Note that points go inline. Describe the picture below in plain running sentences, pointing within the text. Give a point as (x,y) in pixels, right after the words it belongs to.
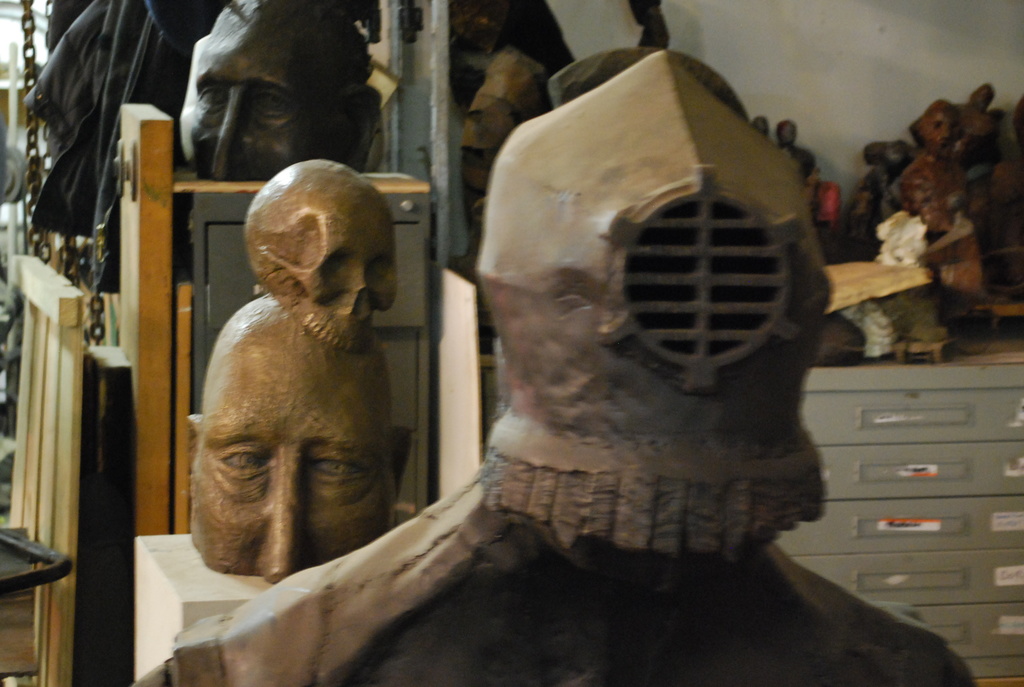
In this image there are sculptures (980,156), there is a sculpture (974,144) truncated towards the right of the image (935,138), there is a sculpture (669,631) truncated towards the bottom of the image (540,634), there are objects (44,249) truncated towards the left of the image (59,328), there are objects (173,75) truncated towards the top of the image (381,36), at the background of the image (756,68) there is a wall (839,61) truncated.
